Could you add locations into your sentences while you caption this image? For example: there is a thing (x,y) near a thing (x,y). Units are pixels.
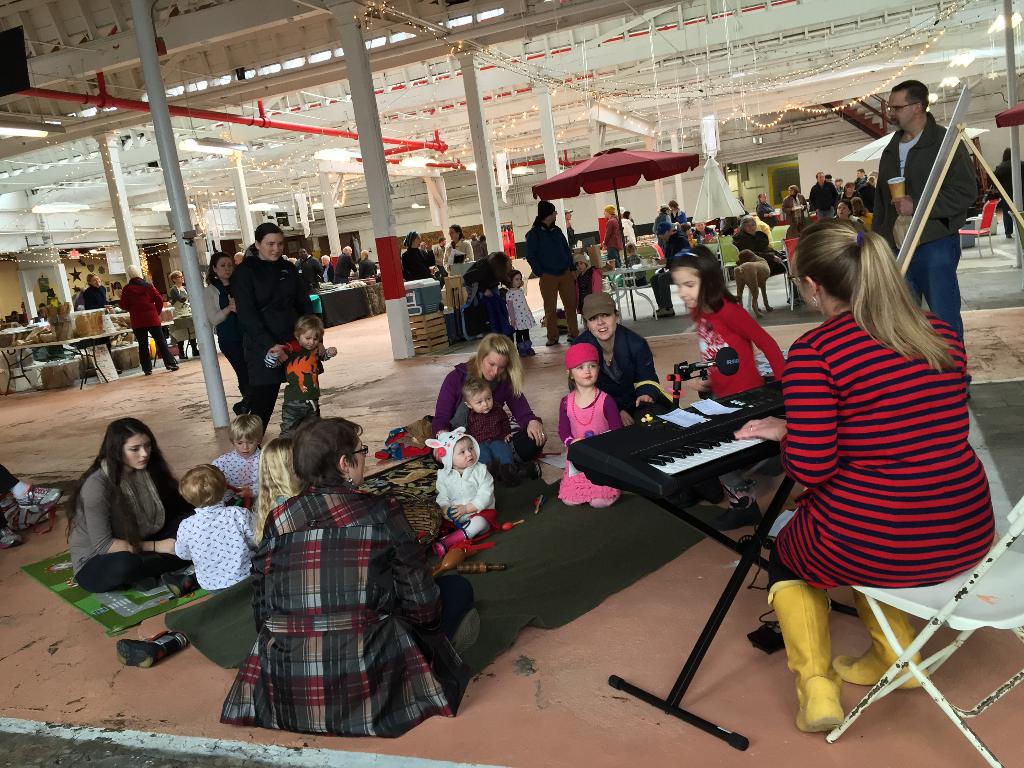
In the picture I can see a person (879,546) wearing a red striped dress (917,500) is sitting on the chair (970,598) and playing the piano (726,425) which is in front of her and we can see a few people (583,372) are sitting on the floor (637,592) and a few people (895,164) are standing. Here we can see the pillars (185,228), tents (703,196), some tables (42,340) and the ceiling lights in the background (188,140).
